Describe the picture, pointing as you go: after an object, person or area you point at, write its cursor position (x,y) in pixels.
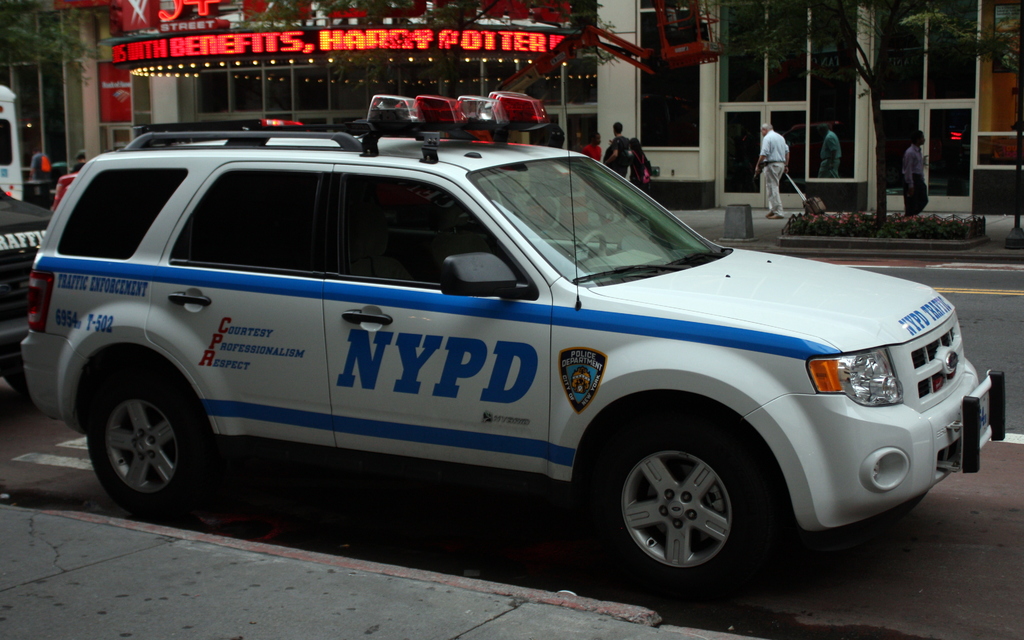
In this picture we can see white car (604,218) is parked in the front roadside (378,480). Behind there are some shops (780,91) with glass doors (768,120).
